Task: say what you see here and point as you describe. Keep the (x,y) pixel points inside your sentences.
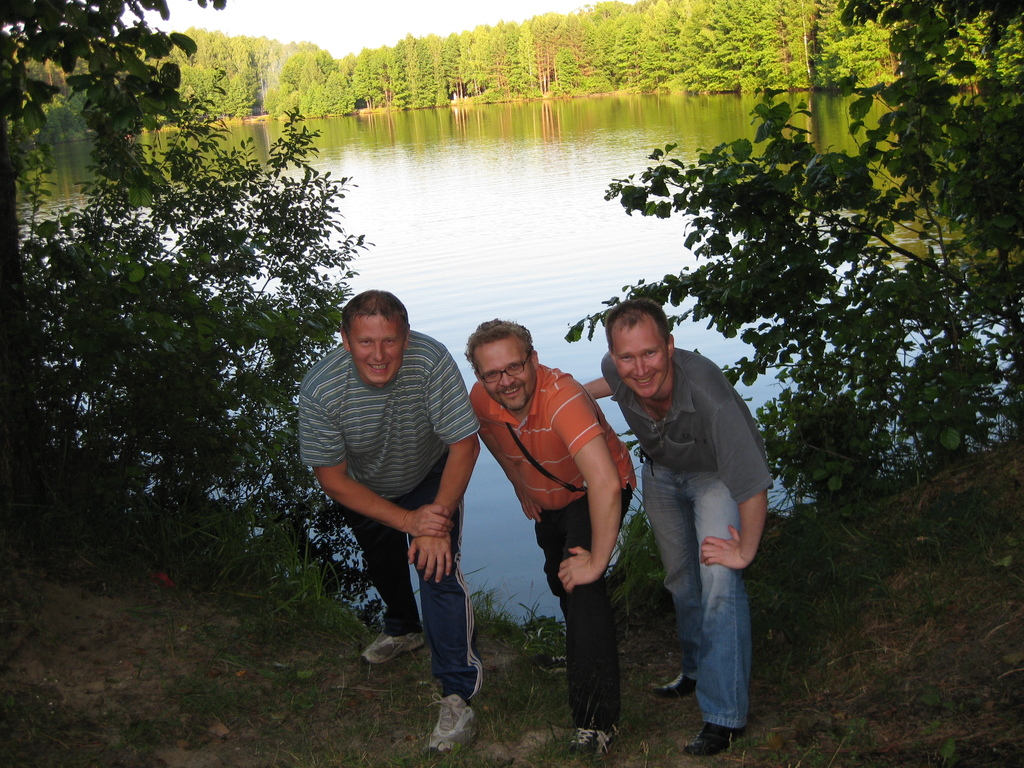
In the image there are three men (409,378) standing in front of a pond (482,444) with trees (785,237) on either side of them, in the background (281,99) there are trees (494,90) and above its sky (391,25).
